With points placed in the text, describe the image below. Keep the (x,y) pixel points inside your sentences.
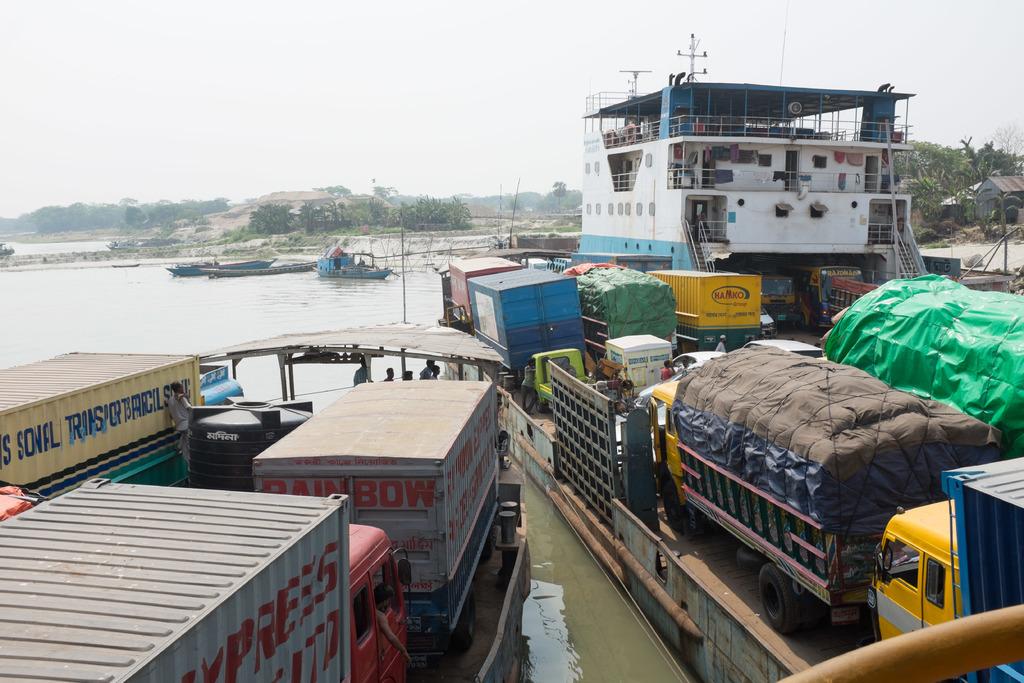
In this image, we can see some vehicles (442,479). Among them, some vehicles (842,482) are on the ferries (724,662). There are a few people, trees (313,227), plants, poles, houses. We can see some boats (289,272) sailing on the water (386,291). We can see the sky (359,177).
